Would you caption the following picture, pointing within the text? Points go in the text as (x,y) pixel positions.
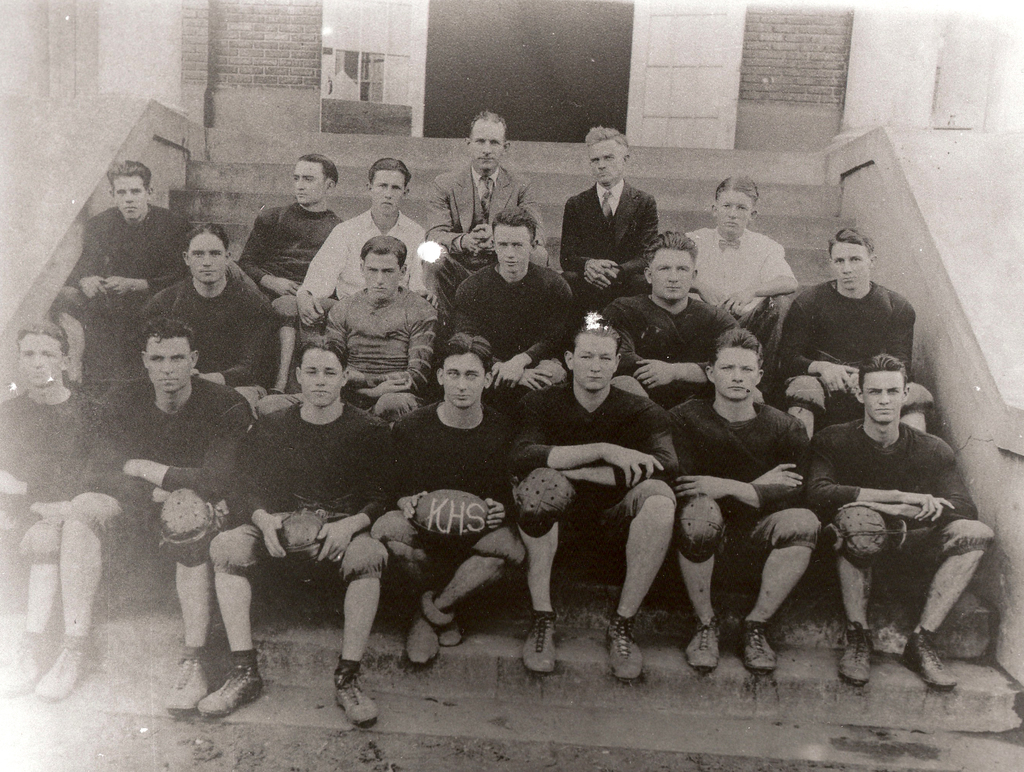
In this picture there are group of people (496,312) sitting on the staircase (944,350) and there are two persons (492,468) holding the balls (426,510). At the back (288,71) there is a building (376,17).
